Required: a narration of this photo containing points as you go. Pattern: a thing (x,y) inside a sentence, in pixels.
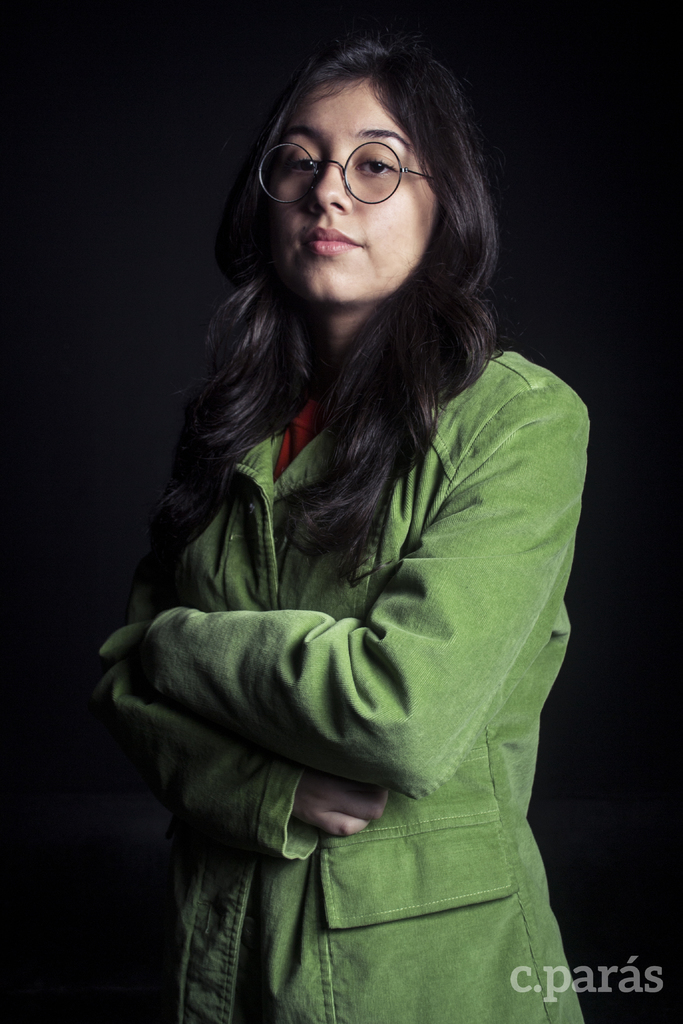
In this picture there is a woman (490,354) with green color jacket (430,586) is standing. At the back (184,341) there is a black background (656,429). At the bottom right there is text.
